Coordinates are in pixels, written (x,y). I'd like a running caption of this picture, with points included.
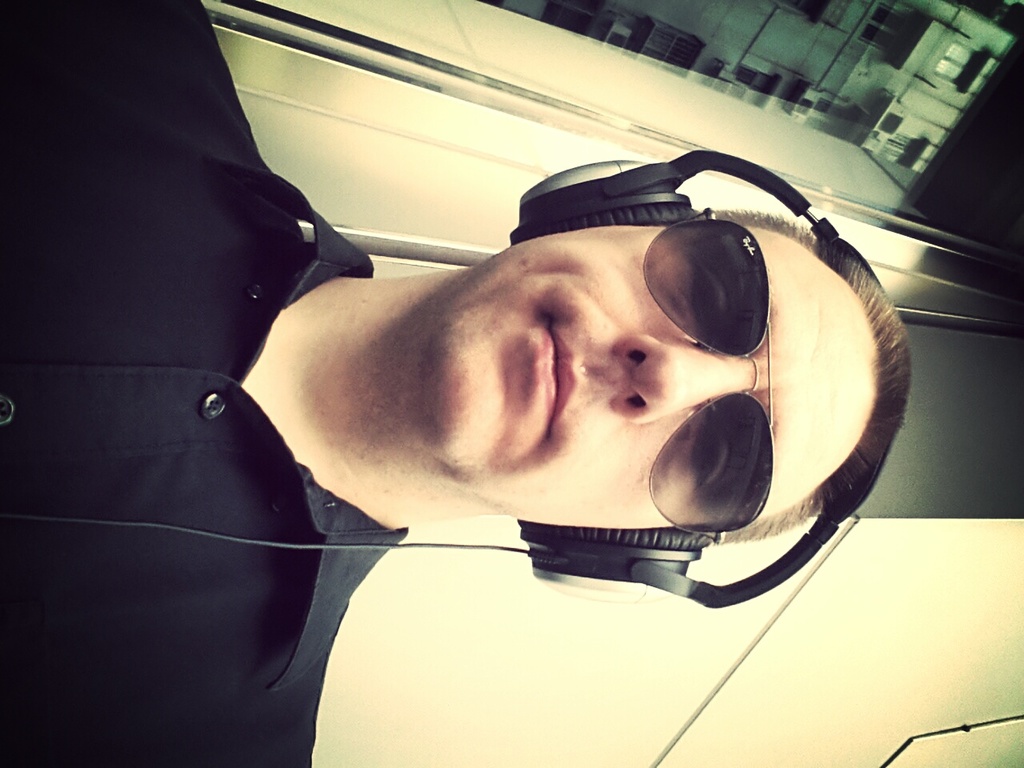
In this image, we can see a person (675,340) with headphones (662,202) is wearing spectacles (668,312). We can also see the wall (974,457) and a building (710,71).
